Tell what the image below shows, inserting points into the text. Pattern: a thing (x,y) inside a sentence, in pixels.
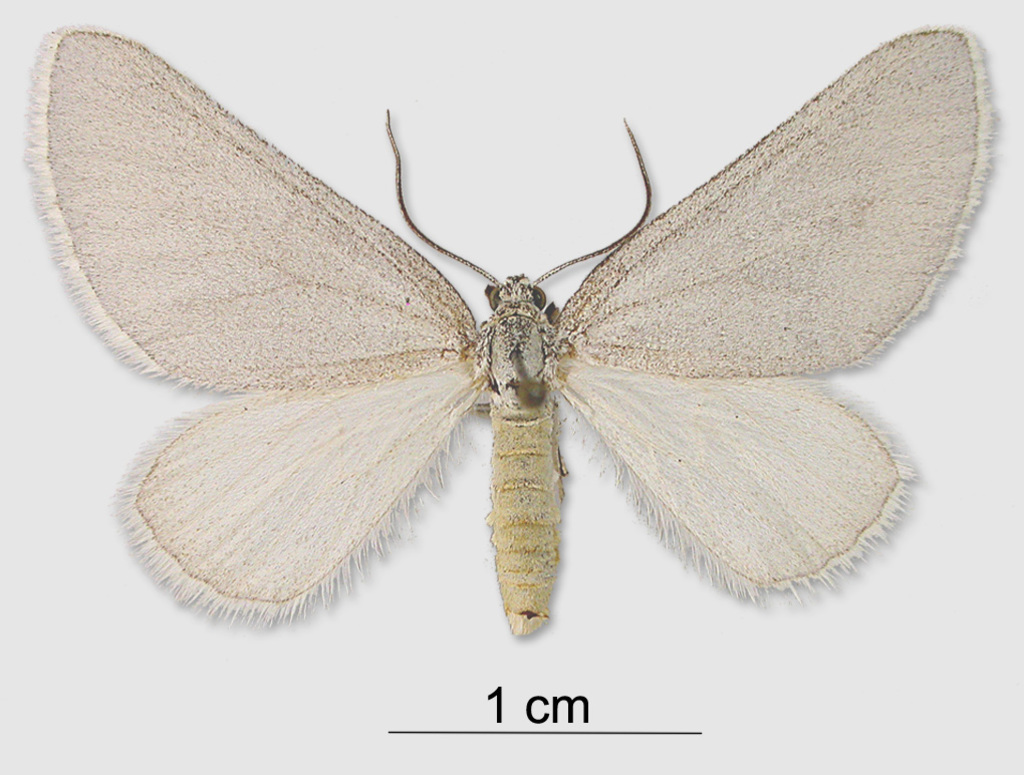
In this picture we can see an insect (461,367) on the white object (403,643) and it is written something on the image.
